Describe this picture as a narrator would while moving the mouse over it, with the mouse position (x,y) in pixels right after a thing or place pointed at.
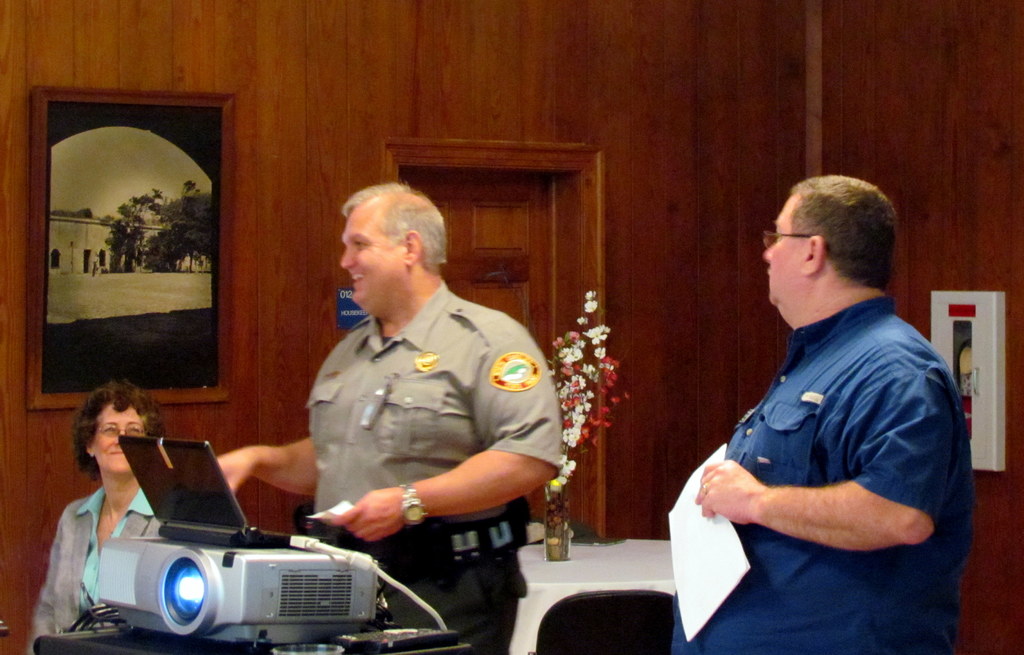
In this image we can see group of people (825,434). Two persons (474,406) are standing. One person (824,468) is wearing spectacles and holding a paper (697,528) in his hand (746,507). One woman (81,541) is sitting. In the foreground (230,548) we can see a laptop (241,540) with cable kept on a projector (263,610) placed on the table (159,650) along with a remote (367,646) and a bowl (333,648). In the background (579,392), we can see flowers (578,411) in vase (551,541) placed on the table (605,578), photo frame (167,242) on the wall (428,129), sign board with some text (343,299) and a door (532,247).
